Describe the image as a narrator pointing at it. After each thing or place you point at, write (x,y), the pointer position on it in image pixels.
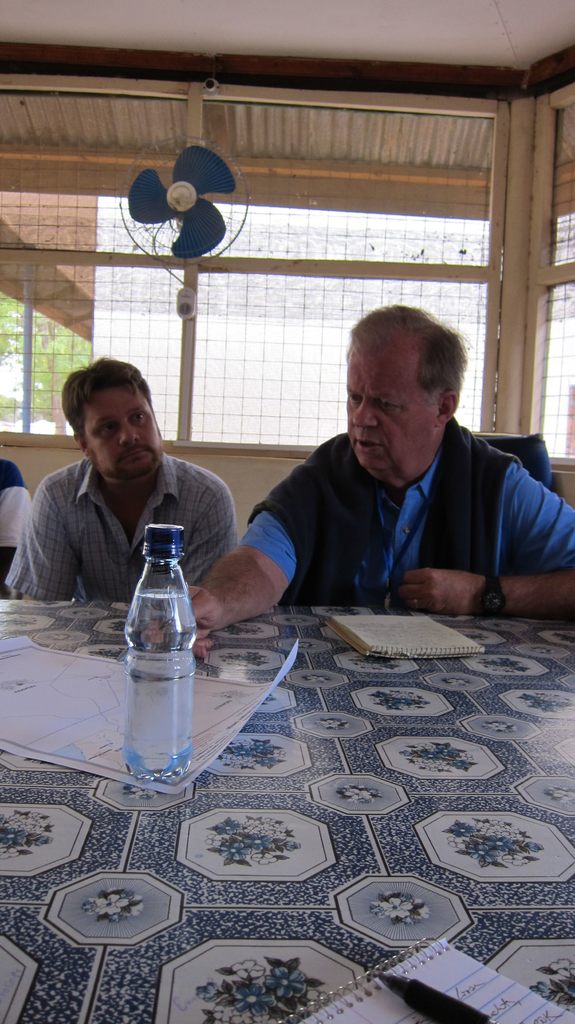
There are two persons (573,554) sitting in front of table (219,654) behind fan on wall (216,316).
